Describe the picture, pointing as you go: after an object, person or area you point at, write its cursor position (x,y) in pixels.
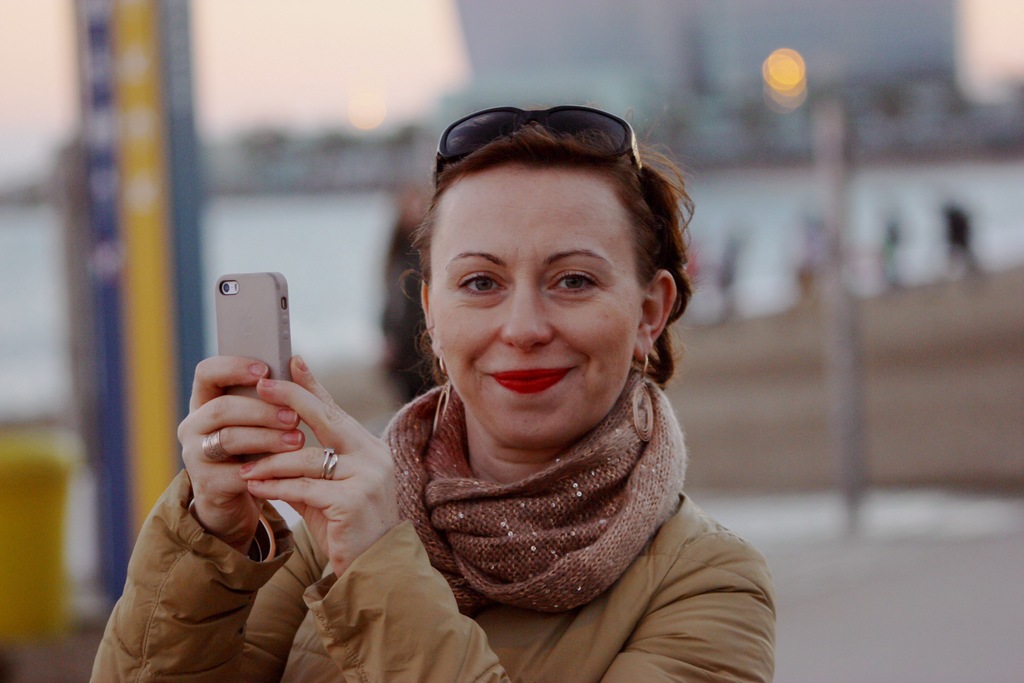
In this image we can see a woman (330,529) holding a mobile (258,357) and she is smiling. She has a glasses (587,130) on her head (558,147). The background (143,258) is blurry.
